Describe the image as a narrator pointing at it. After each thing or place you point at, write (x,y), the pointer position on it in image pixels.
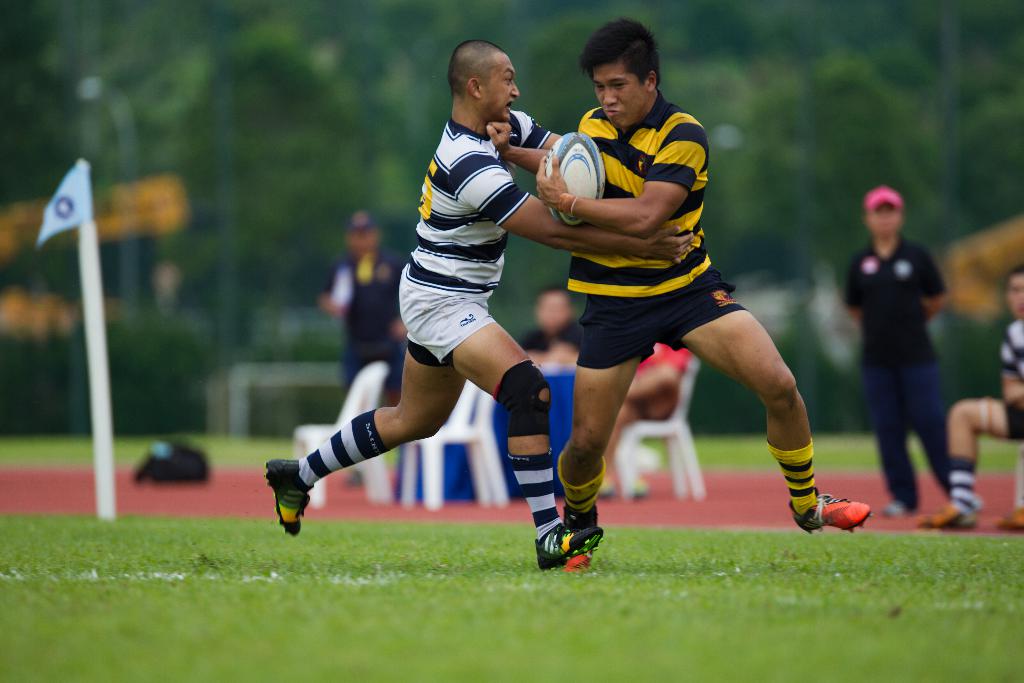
In this image, we can see persons (441,239) wearing clothes (675,311). There is a person (647,214) in the middle of the image (634,328) holding a ball (588,140) with his hand (561,191). There is a flag (67,214) on the left side of the image (66,219). There are some chairs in the middle of the image (493,438). There is a grass (856,544) on the ground (553,583). In the background (663,518), image is blurred.
